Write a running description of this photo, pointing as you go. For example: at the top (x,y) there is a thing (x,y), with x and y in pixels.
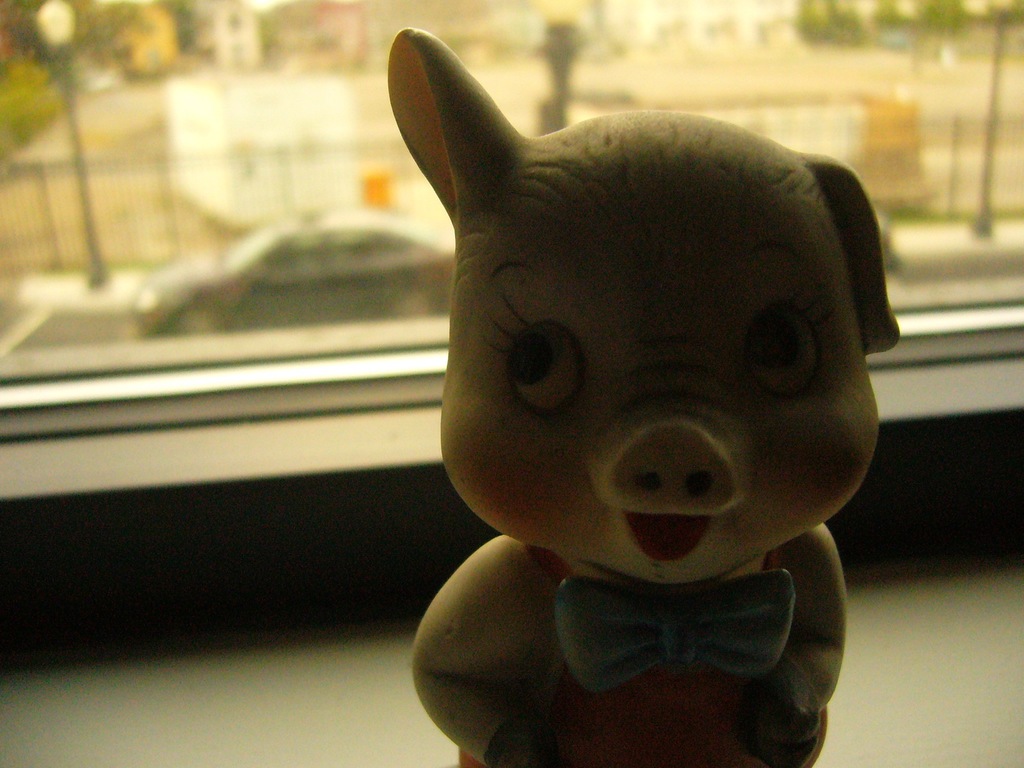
In this image there is a toy (608,431), behind the toy (709,649) there is a glass window (240,153) through which we can see there is a vehicle (406,254) on the road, trees (3,118), railing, poles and buildings (344,54).
